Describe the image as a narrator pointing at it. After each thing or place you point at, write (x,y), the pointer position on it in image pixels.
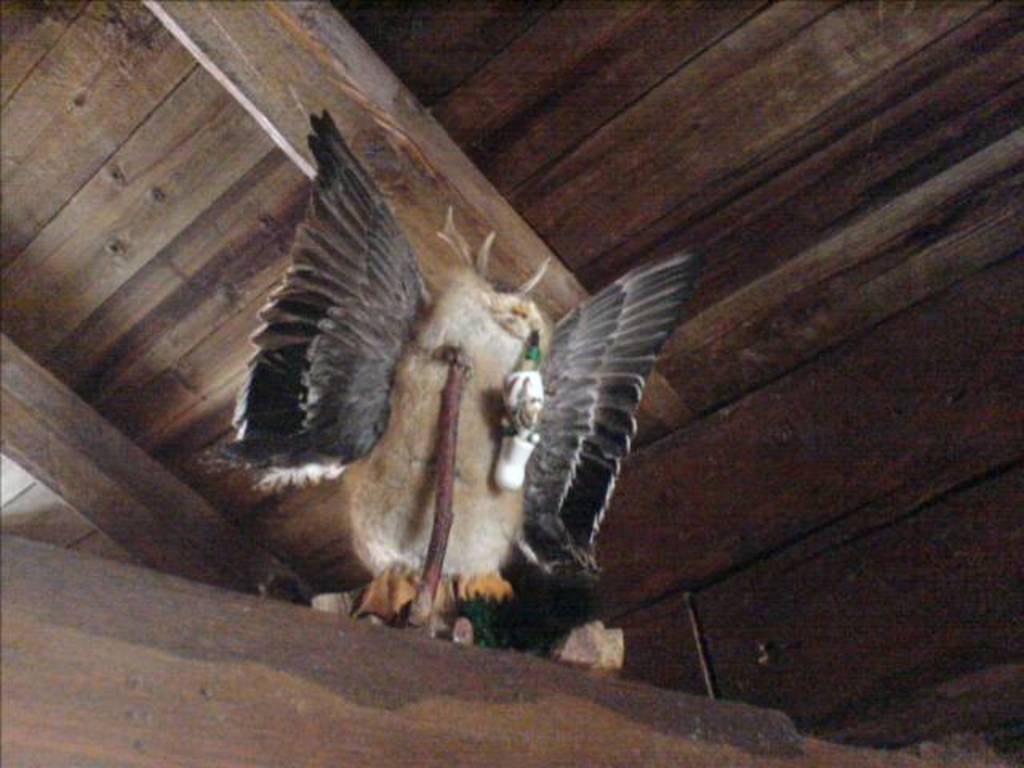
In the center of the image (671,261) we can see a doll (391,209) on the wooden surface (438,660). On the backside (817,350) we can see a wooden roof (680,234).
